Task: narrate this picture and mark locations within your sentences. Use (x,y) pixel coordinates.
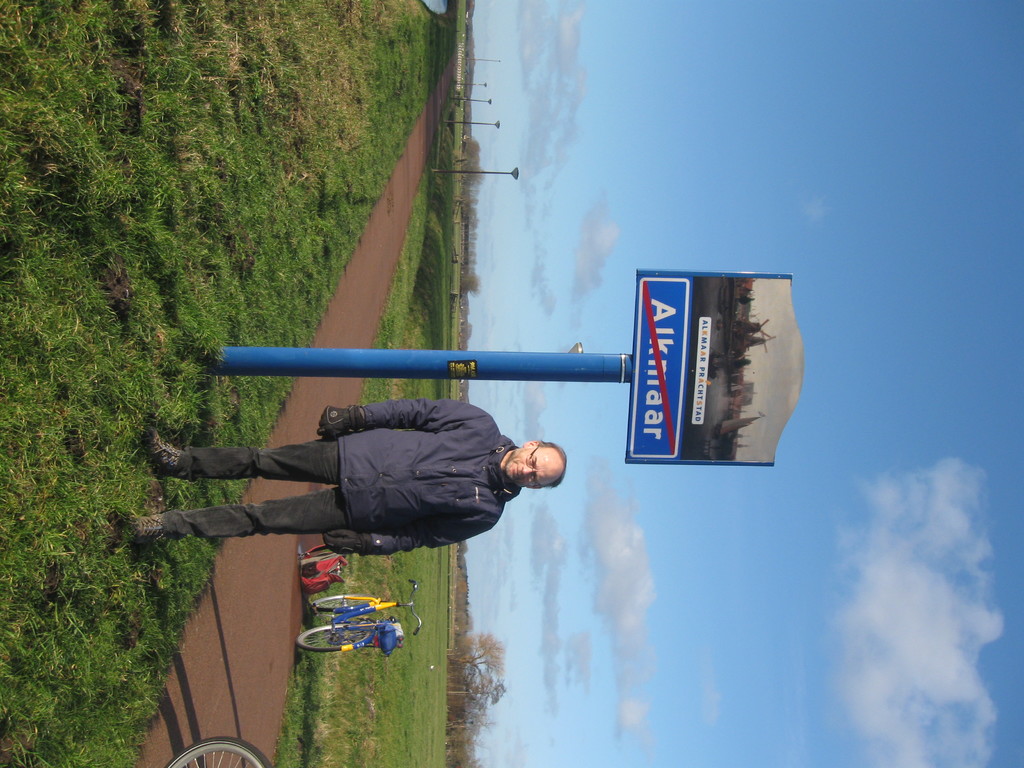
In this image I can see a person (287,469) standing. I can see a path (263,638). There is some grass (419,382) on the ground (422,708). I can see few bicycles (372,646). There are few poles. At the top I can see clouds (897,596) in the sky (690,597).
